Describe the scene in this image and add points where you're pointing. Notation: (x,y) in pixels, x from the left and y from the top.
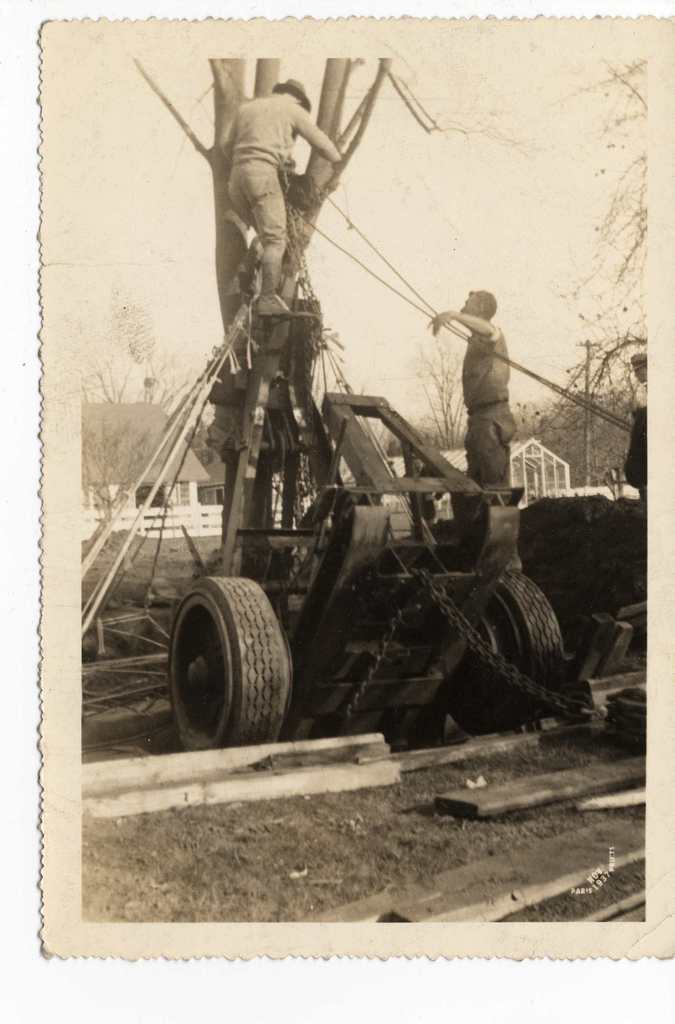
In this image I can see a vehicle (377,618) on the ground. I can see a person (304,95) standing on the vehicle (453,476) and another person (502,388) standing. I can see a tree (305,399) and in the background (198,514) I can see the railing (202,514), a building (201,472), few trees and the sky (443,199).
